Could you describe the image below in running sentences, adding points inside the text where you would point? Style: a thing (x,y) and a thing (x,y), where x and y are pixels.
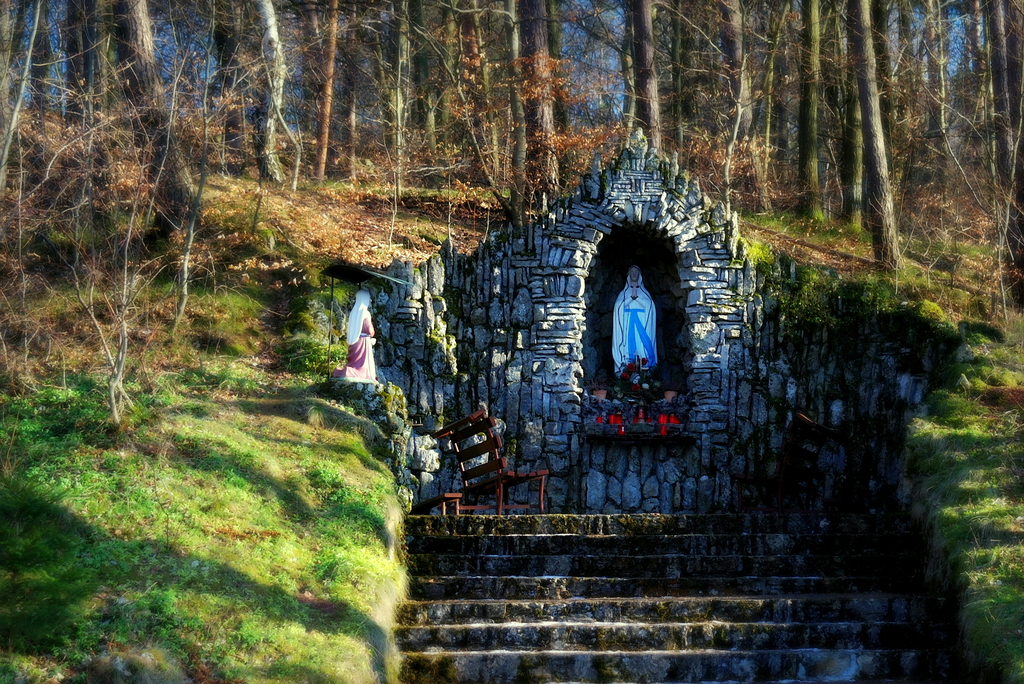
Here in this picture in the middle (651,322) we can see statues (632,317) present over a place (562,398) and in the front (561,527) we can see steps (573,647) present and beside that on the ground (978,533) we can see grass (978,533) present and we can also see plants (90,399) and trees (708,8) present.
